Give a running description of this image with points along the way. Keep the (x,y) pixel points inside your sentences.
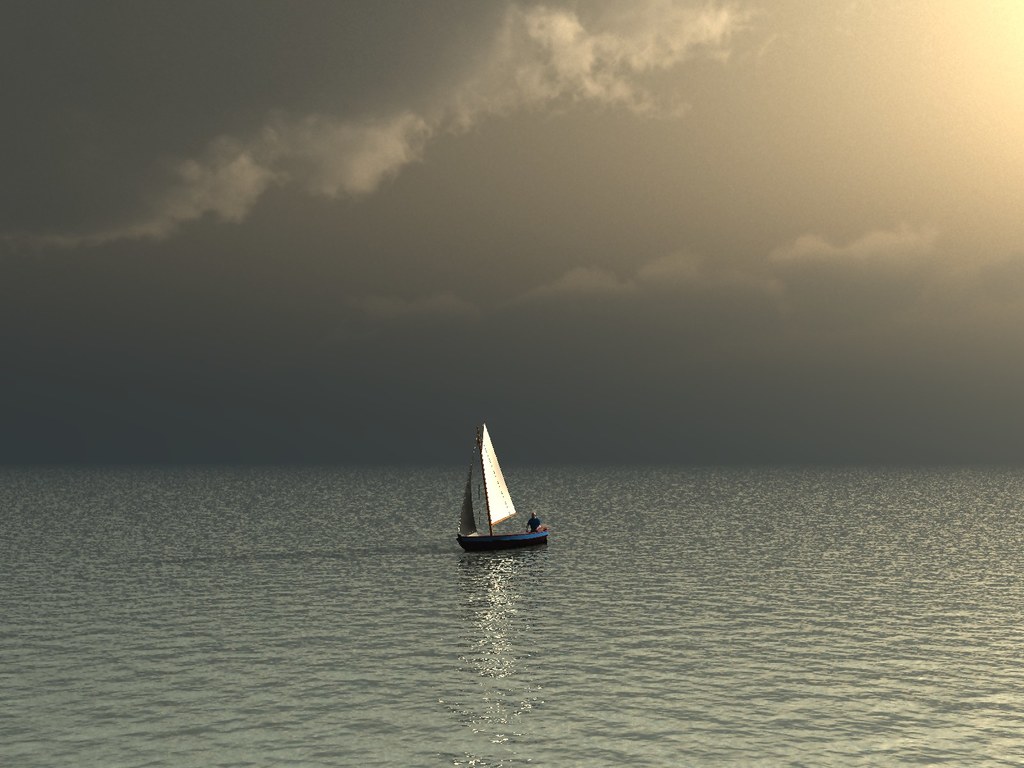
In this picture I can see the water (355,556) in front (197,589) and in the middle of this picture (471,490) I see a boat (483,476) and I see a person (534,517) on it and in the background (179,444) I see the sky (334,277) which is cloudy.
